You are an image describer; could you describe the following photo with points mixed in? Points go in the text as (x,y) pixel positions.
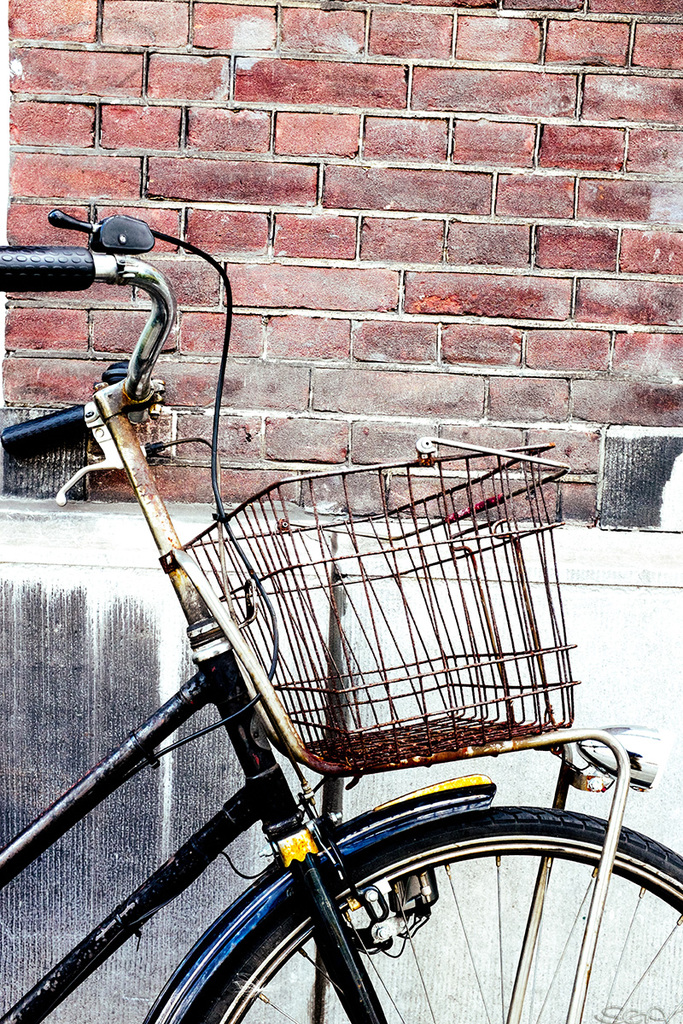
In this picture I can see a bicycle (271,748) which has a bicycle basket (354,542) attached to it. Here I can see a brick wall (417,281).
